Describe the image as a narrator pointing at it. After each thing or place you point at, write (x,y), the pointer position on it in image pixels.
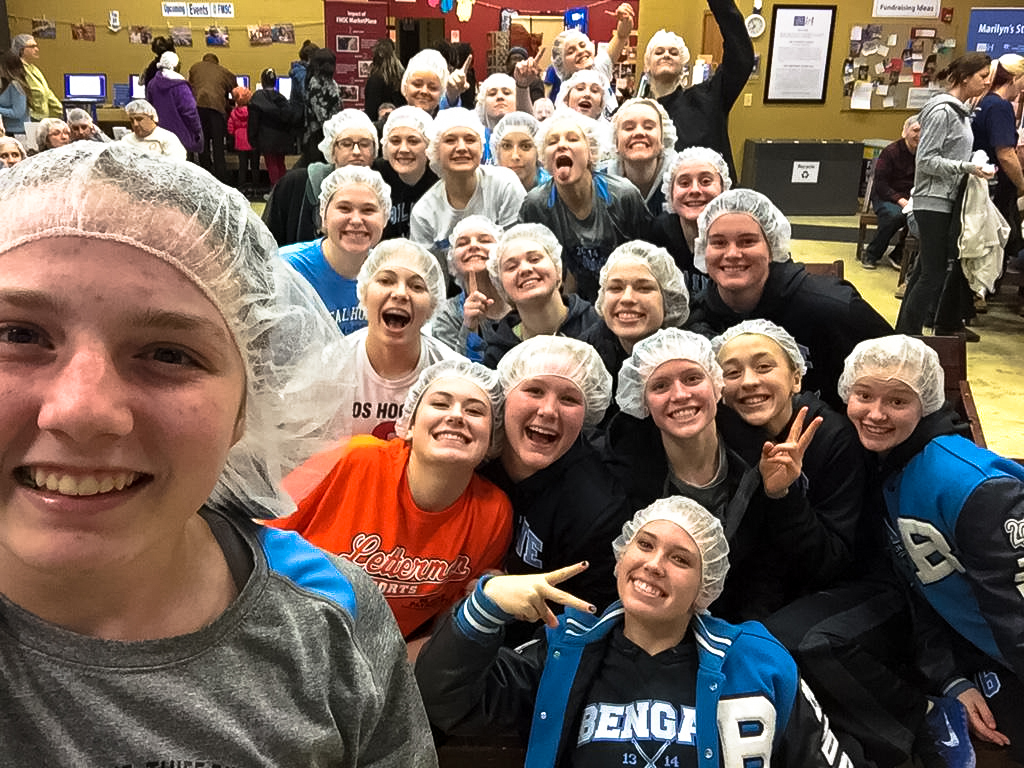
Here I can see a crowd of people (480,666) wearing t-shirts (429,513), caps (411,258) on the heads (402,250), smiling and giving pose for the picture. On the right side (879,184), I can see a person (893,216) is sitting on the chair (875,220) and few people (947,214) are walking on the ground (989,372). In the background (270,123) there are some more people (227,123) are standing in front of the monitors (136,86). On the top of the image (298,9) there is a wall (248,14) on which a frame (821,86), photos (873,53) and some posters (983,29) are attached.
